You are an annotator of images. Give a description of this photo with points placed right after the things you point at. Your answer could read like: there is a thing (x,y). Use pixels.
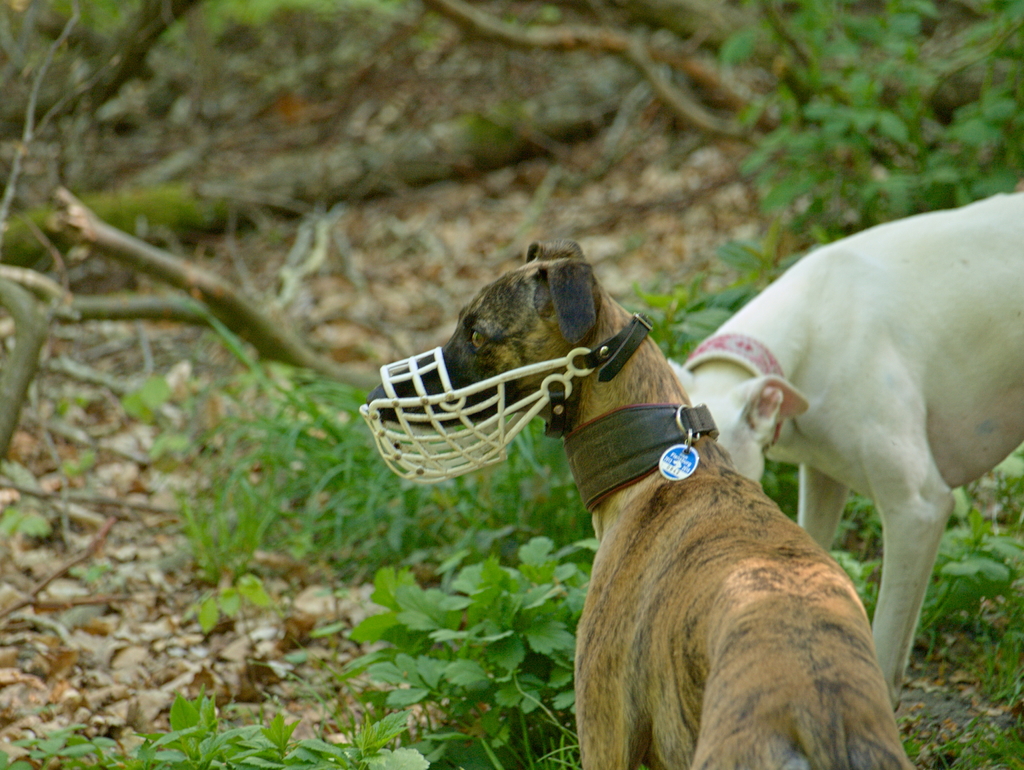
In this image I can see grass ground (466,233) and on it I can see two dogs (761,454) are standing. I can also see both the dogs (611,505) are wearing belts (638,414) and in the front (536,395) I can see a white colour mouth cap (502,383) on the dog's mouth (458,381). In the background (46,310) I can see number of sticks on the ground (869,565) and I can see colour of these dogs (761,464) are brown and white.
